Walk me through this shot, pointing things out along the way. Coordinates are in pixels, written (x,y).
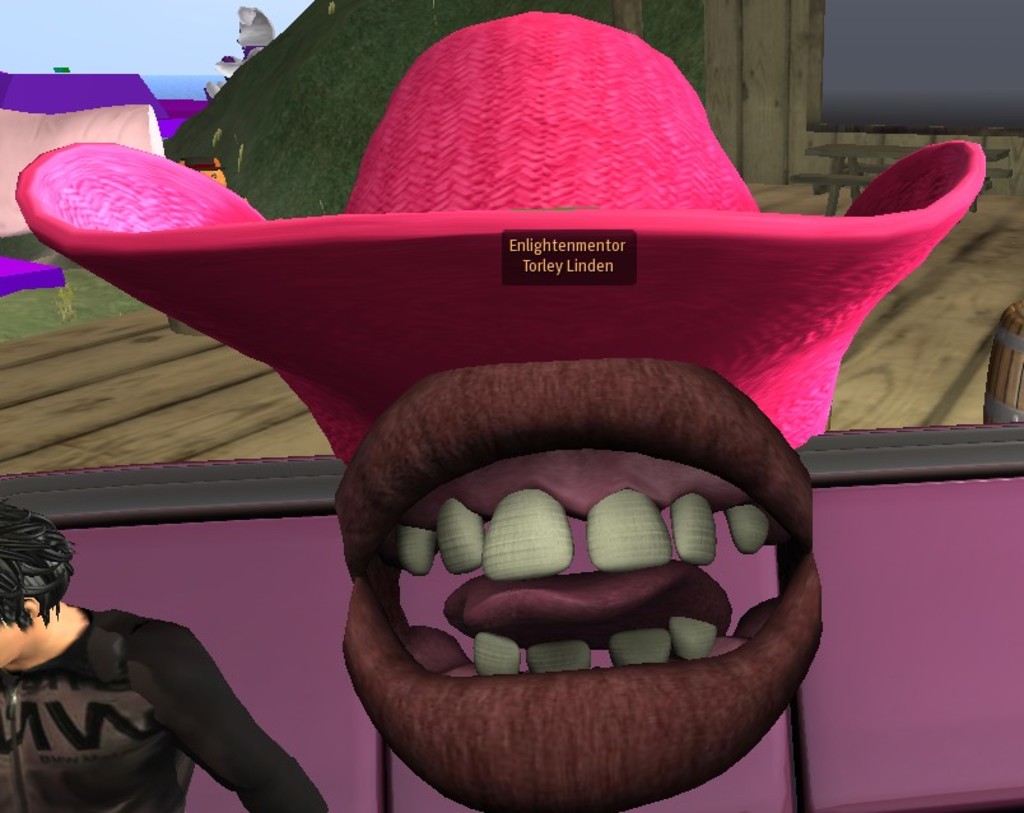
This is an animated image. In the center (681,287) there is a pink color hat (532,81) and the mouth (625,484) of a person (547,600). On the left corner (57,649) we can see a person (134,677). In the background (171,29) there is a sky (175,32), wooden benches (824,152), tents (42,130) and some other items (251,36).
